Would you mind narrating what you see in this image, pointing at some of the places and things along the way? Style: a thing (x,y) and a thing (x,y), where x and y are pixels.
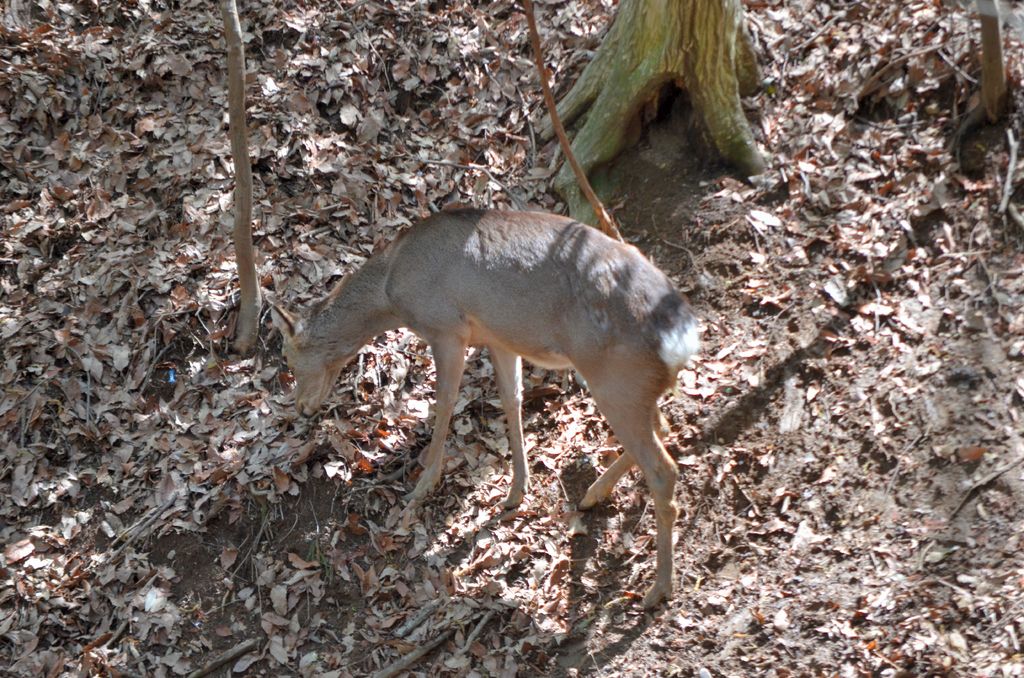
In this image we can see there is a deer (505,352) eating dry leaves (790,183) standing beside the tree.
